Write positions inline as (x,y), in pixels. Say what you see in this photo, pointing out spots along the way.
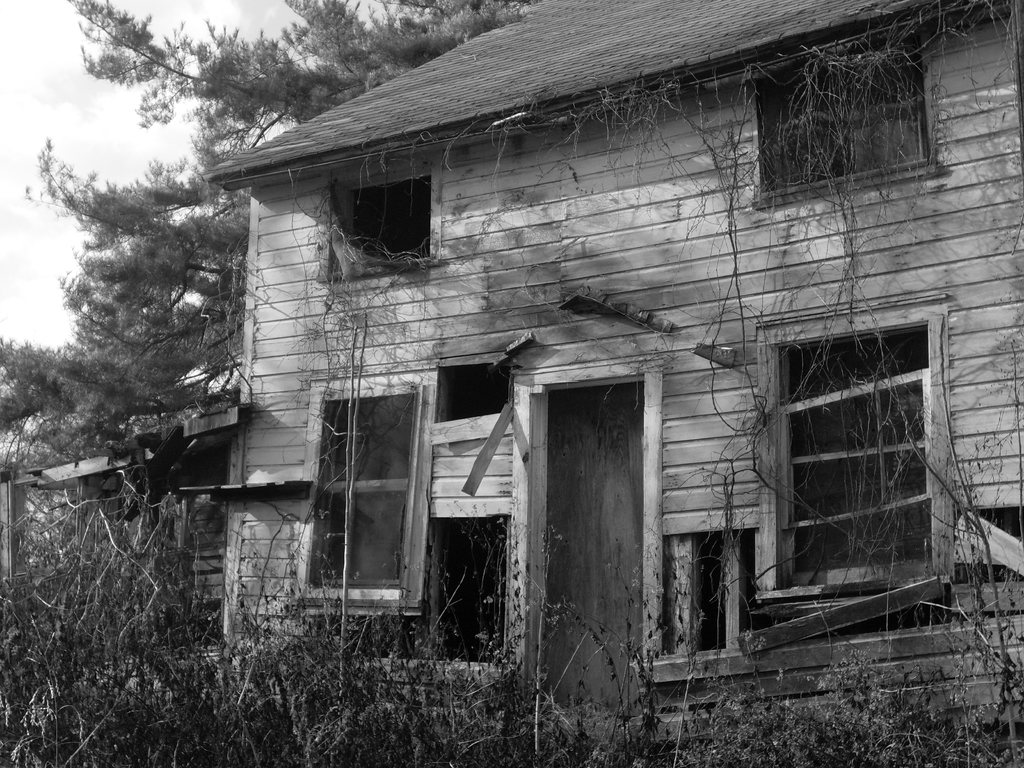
In this image I can see a house (679,495) and I can see windows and at the bottom (106,671) I can see grass (464,716) and at the top (275,118) I can see the sky (155,132) and tree (272,87).
